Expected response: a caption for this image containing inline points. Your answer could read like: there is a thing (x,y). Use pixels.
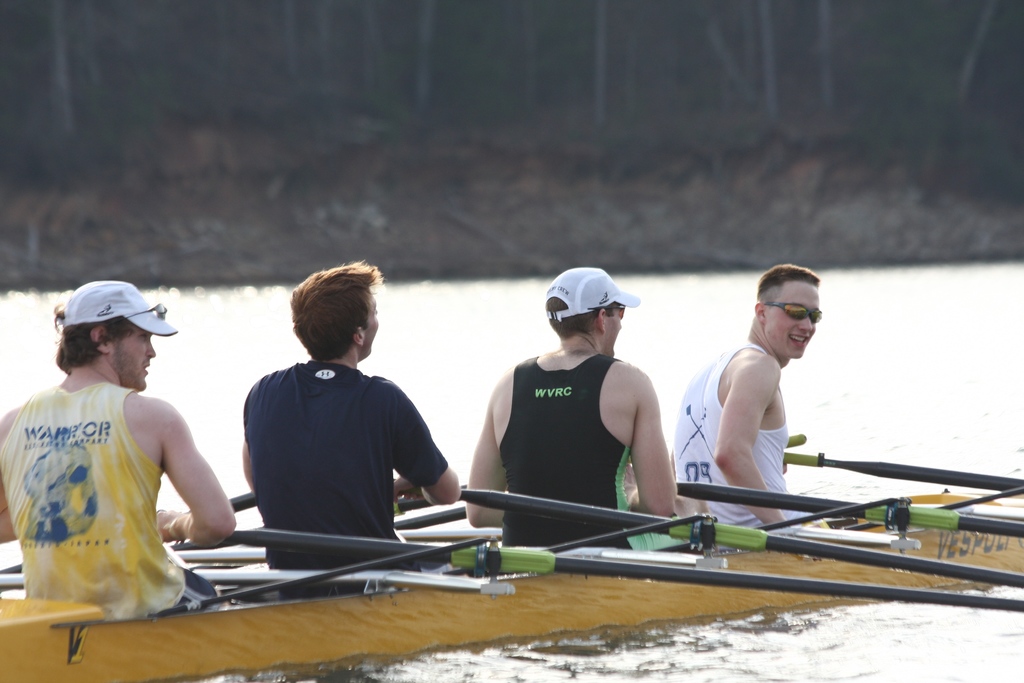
Here in this picture we can see a group of men (190,471) sitting in a boat (251,600) and we can see all of them are paddling with the help of paddles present in front of them and we can see two men (620,360) are wearing caps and two men (800,352) are wearing goggles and one of them is smiling and in the far we can see plants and trees (873,108) in blurry manner.
